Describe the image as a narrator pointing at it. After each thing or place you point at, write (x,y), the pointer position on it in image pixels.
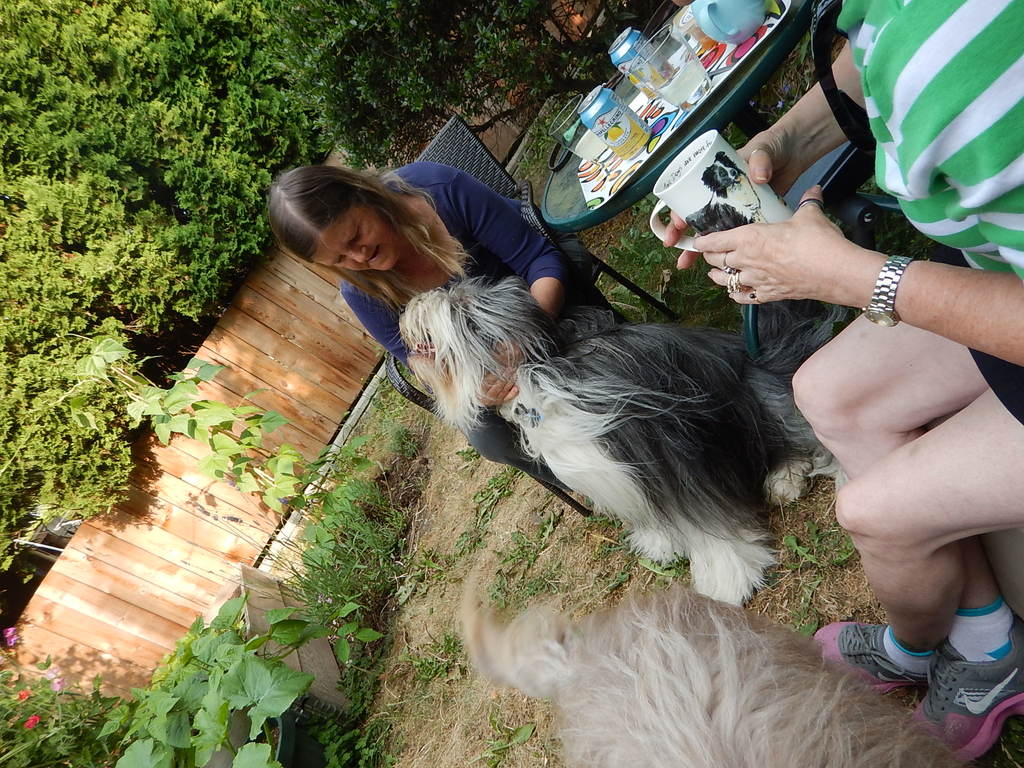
This picture is taken in a garden (350,529) where a woman (457,266) is sitting on a chair (459,155) in the center (526,315) holding a dog (520,369). At the right side (948,183) the person (920,266) is holding a mug (735,207) in hand (735,243) and there are two glasses (575,138), two cans (619,105) on the table (594,169). At the left side (201,694) there are plants (208,713), grasses (389,641). In the background (387,613) there are trees (185,130), wooden fence (178,543) and grass (539,128) on the floor (546,136).
